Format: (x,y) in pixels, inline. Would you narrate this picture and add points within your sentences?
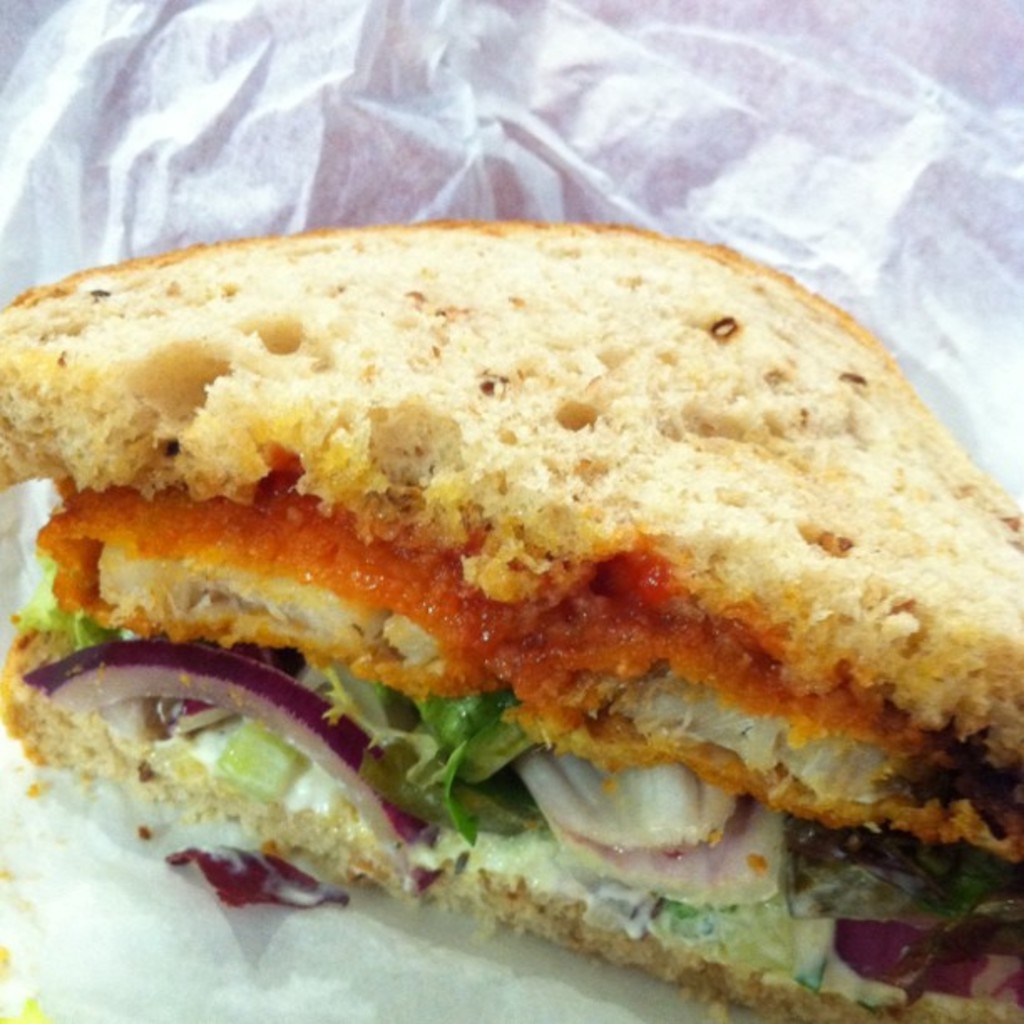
In this image we can see the food item (511,490) in the paper (525,152).
